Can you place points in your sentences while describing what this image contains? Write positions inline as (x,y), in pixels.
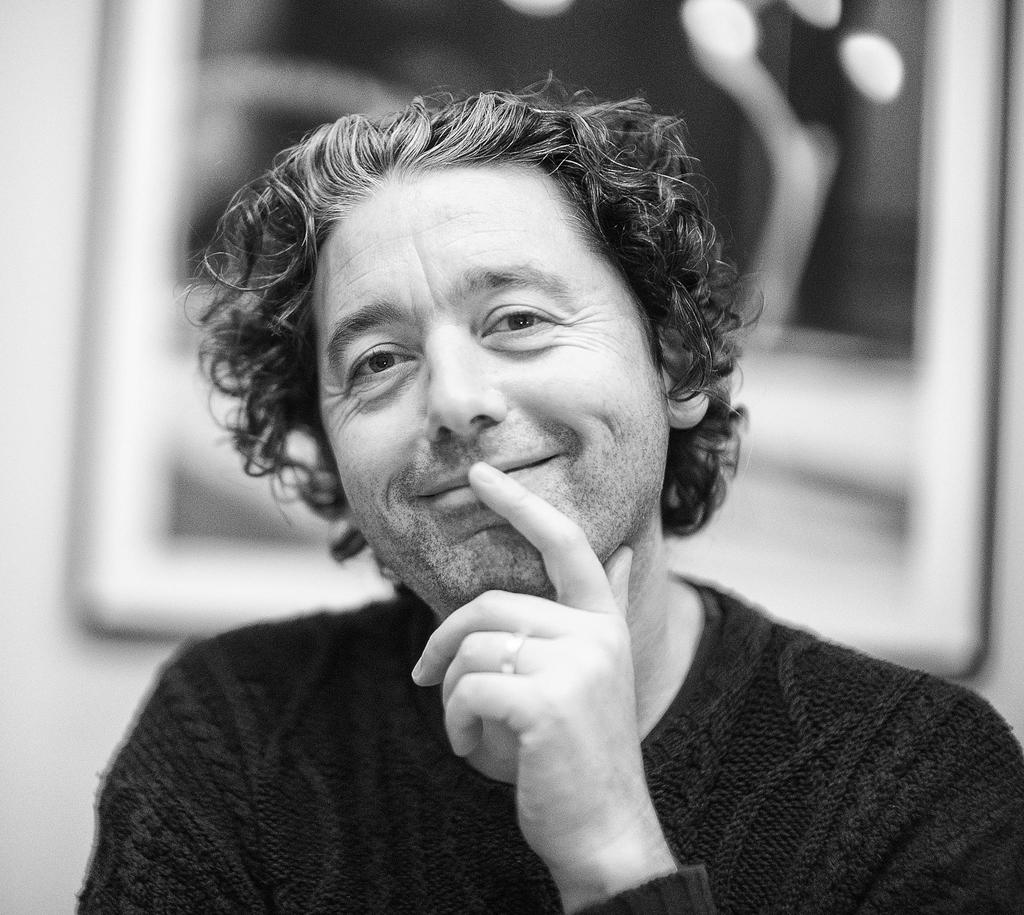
In this picture there is a man (578,521) with sweatshirt (717,904) is smiling. At the back (747,133) there is a frame (89,287) on the wall (65,500).
